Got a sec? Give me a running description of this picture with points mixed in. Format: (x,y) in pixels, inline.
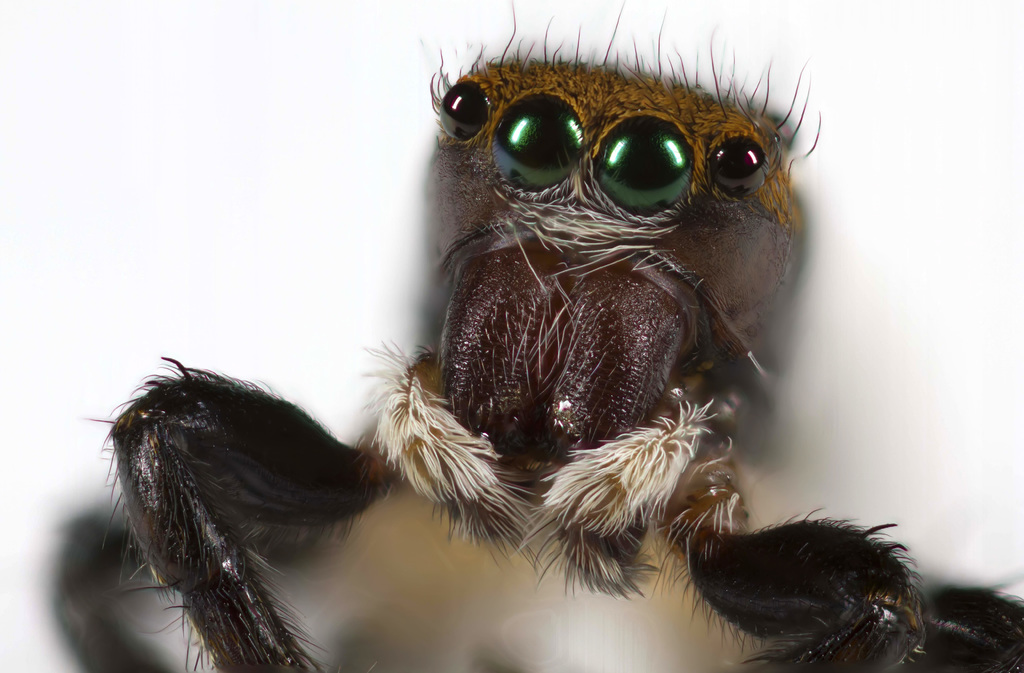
This picture shows an insect (780,321) and we see a white color background (898,116).
